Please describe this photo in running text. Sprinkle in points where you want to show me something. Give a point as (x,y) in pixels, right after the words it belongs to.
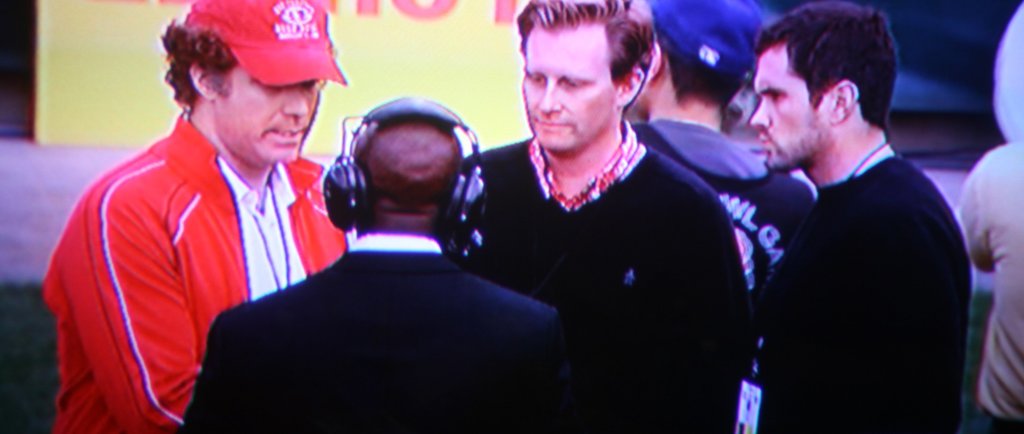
In this image, we can see a group of people (717,274). Few are wearing caps (290,52). In the middle of the image (437,218), a person (352,208) is wearing headphones (355,190). Background (449,83) we can see a hoarding (458,73).
